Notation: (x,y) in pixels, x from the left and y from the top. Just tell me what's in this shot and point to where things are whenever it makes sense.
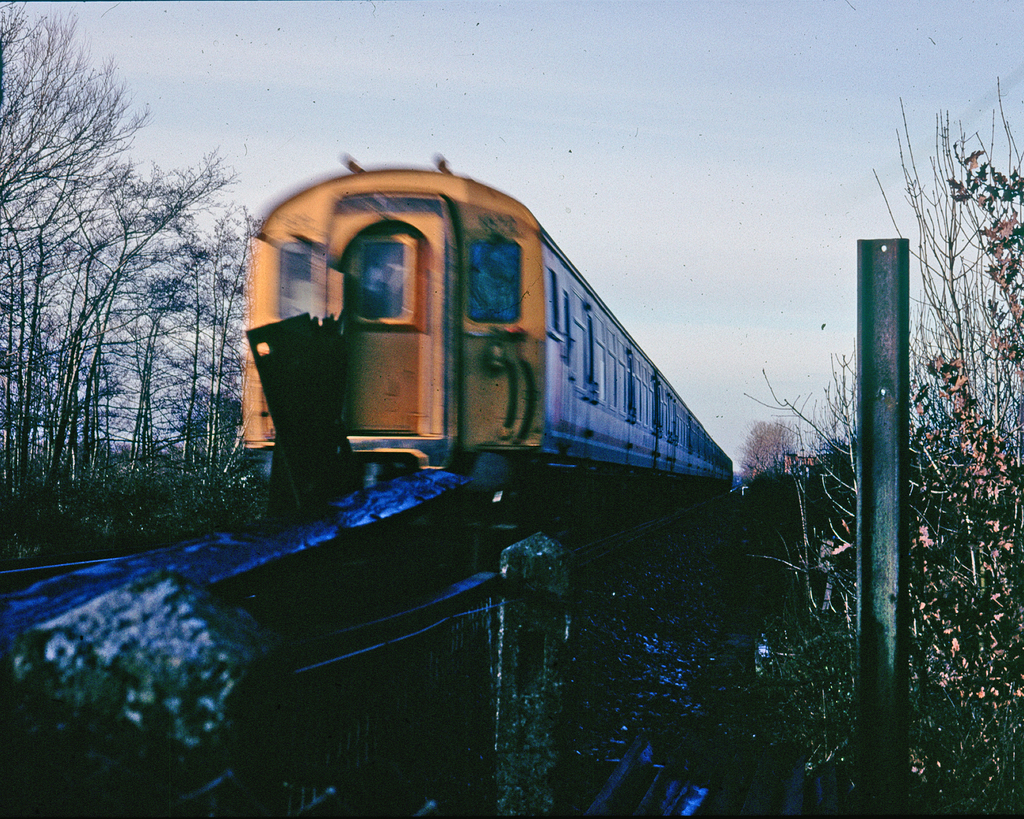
In this image, we can see a train (480,431), trees (937,448), plants (846,482), rod (885,510) and few objects (547,686). Background (805,176) there is the sky (585,156).
